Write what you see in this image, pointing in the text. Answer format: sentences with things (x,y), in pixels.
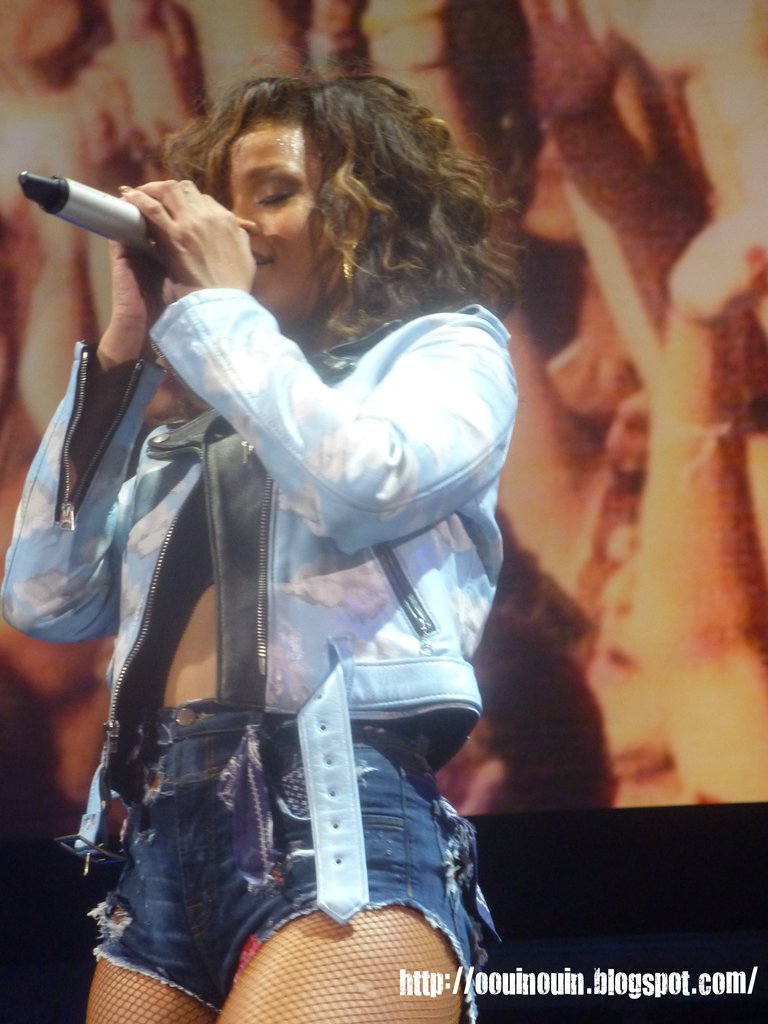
In the image we can see there is a woman (363,549) who is standing and holding mic (74,212) in her hand (149,210).
